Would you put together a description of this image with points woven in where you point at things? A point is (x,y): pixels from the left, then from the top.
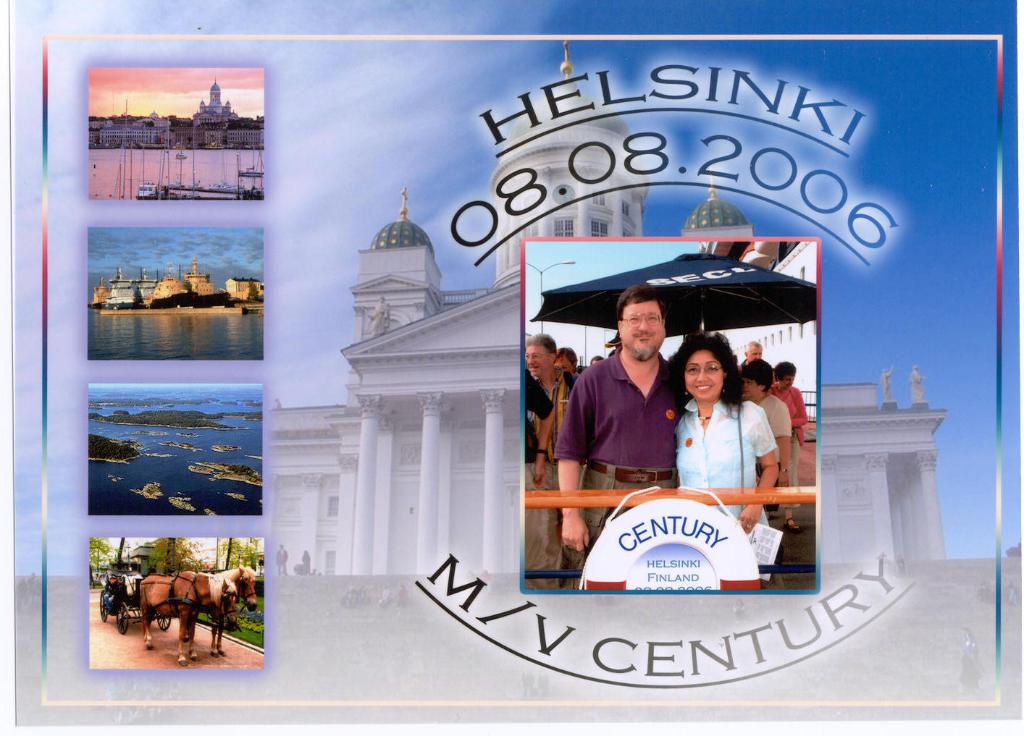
In this picture I can see few people (659,400) on the right side (715,393), on the left side (96,89) there is a photo collage (169,549). In the background (361,419) there is a building (444,411) at the top (375,133) there is the sky (374,132), it is an edited image.
